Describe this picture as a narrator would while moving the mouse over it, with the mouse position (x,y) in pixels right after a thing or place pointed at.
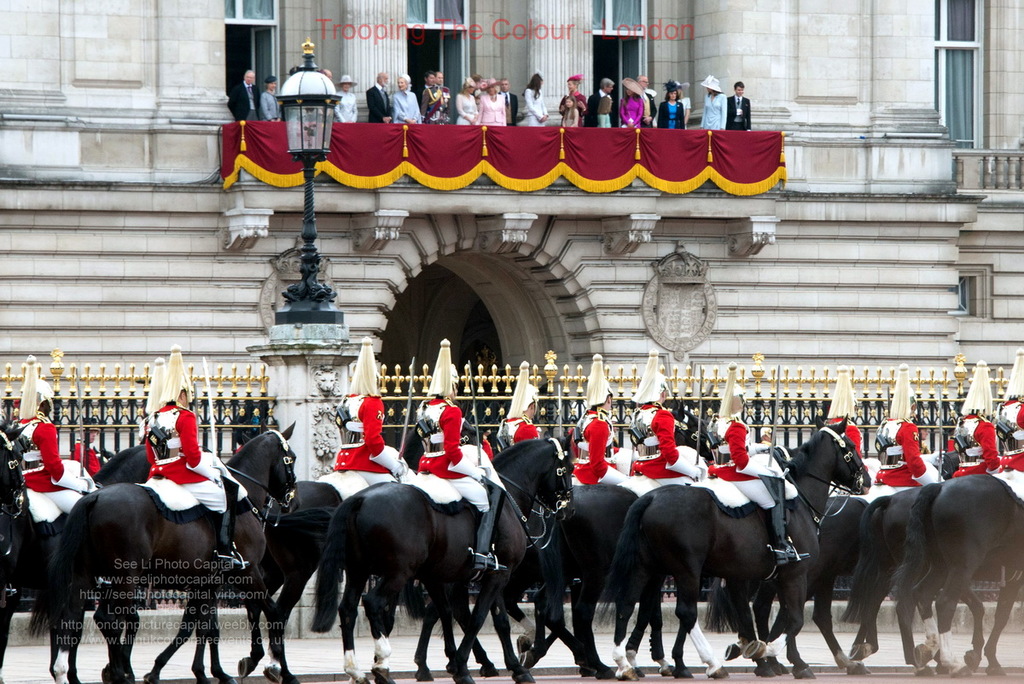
To the bottom of the image (274,655) there are many black horses (509,512) walking. And on the horses (411,450) there are men (374,423) with white and red color uniform (363,429) are sitting. Behind them there is a fencing (404,399) and a pillar (349,390) with a lamp pole (299,85). In the background (378,317) there is a building (81,222) with brick wall (183,256), pillar (389,0), window (264,34) and a balcony (721,154) with red and yellow cloth (429,151). And few people (663,117) are standing in the balcony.
